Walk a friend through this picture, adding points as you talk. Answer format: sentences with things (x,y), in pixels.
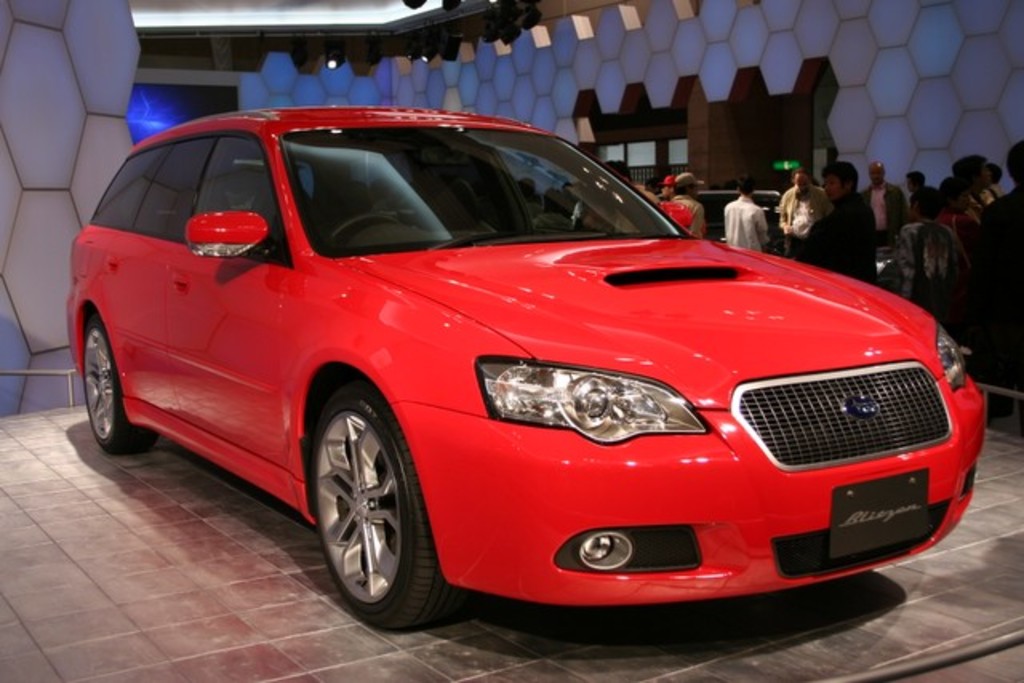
In the center of the image (509,432) there is a car (379,388) on the floor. In the background (719,134) there are persons (831,240), wall (540,79) and lights (401,16).
